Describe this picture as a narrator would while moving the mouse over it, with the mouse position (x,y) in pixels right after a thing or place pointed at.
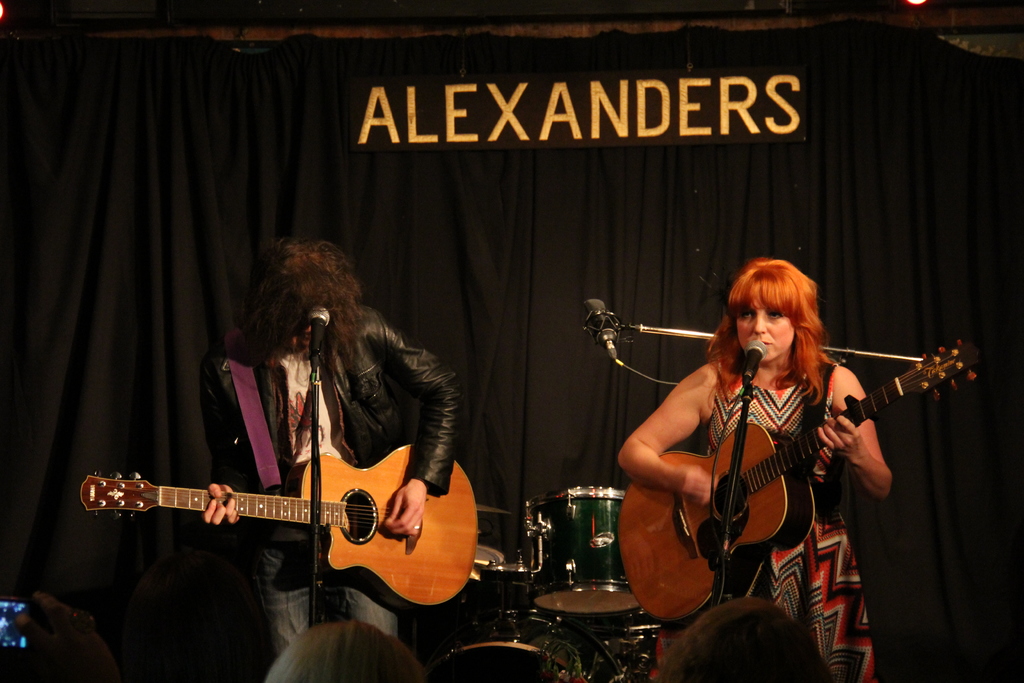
in this picture we can see a woman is holding a guitar (798,457) in her hand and she is singing, and at opposite a man (367,387) is standing and playing guitar (377,488), and in front (316,422) there is microphone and stand (312,401), and at back there are musical drums (613,650), and here there are group of people (186,603).
